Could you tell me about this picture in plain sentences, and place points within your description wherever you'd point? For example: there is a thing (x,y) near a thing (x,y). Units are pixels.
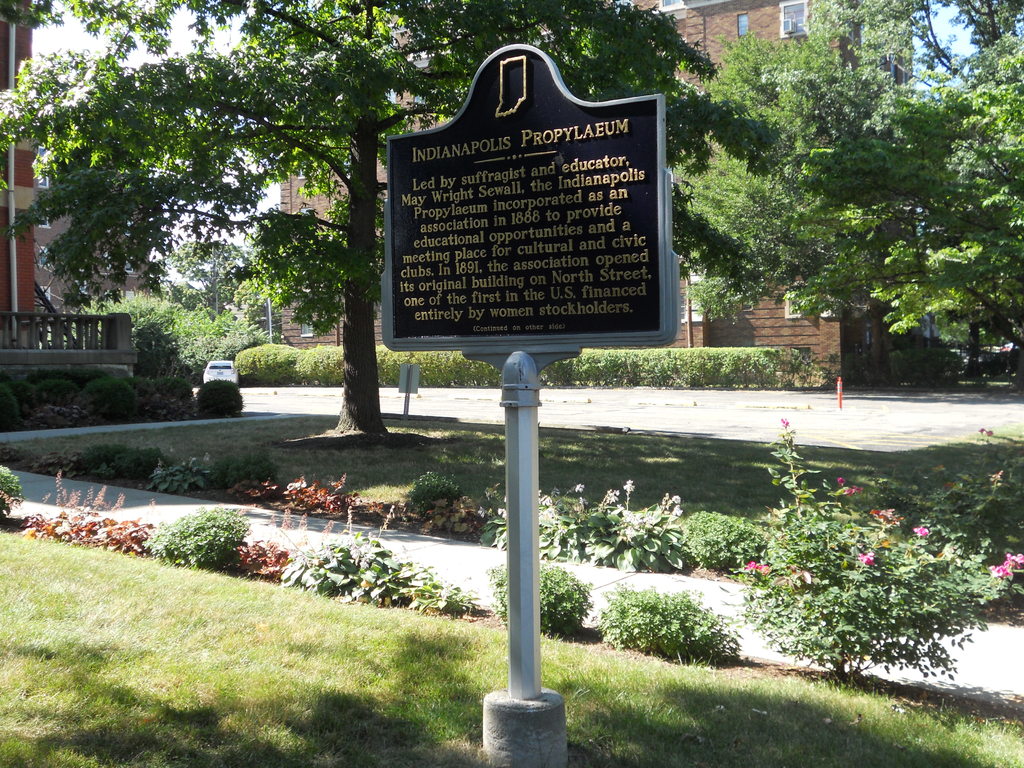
In the picture we can see a grass surface (170,663) on it, we can see a pole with a board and some information on it and behind it also we can see a tree (128,179) and in the background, we can see the building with windows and near it, we can see some plants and to the opposite side also we can see a building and behind it we can see a part of the sky (55,42) from the tree (311,262).
